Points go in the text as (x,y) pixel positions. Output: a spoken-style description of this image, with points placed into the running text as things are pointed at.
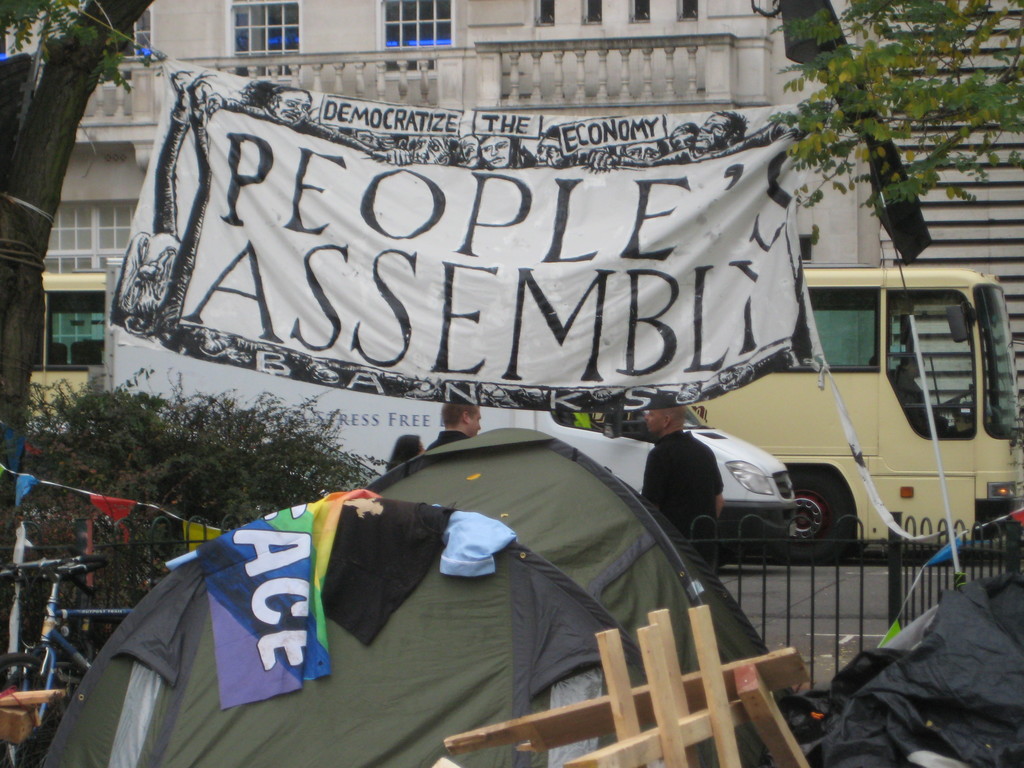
In this image I can see green colour tents (469,622), few trees (191,423), a white colour cloth (359,236), a building (199,6), few vehicles (505,418), few more clothes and here I can see something is written. I can also see two men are standing over there and here I can see a bicycle (46,639).
